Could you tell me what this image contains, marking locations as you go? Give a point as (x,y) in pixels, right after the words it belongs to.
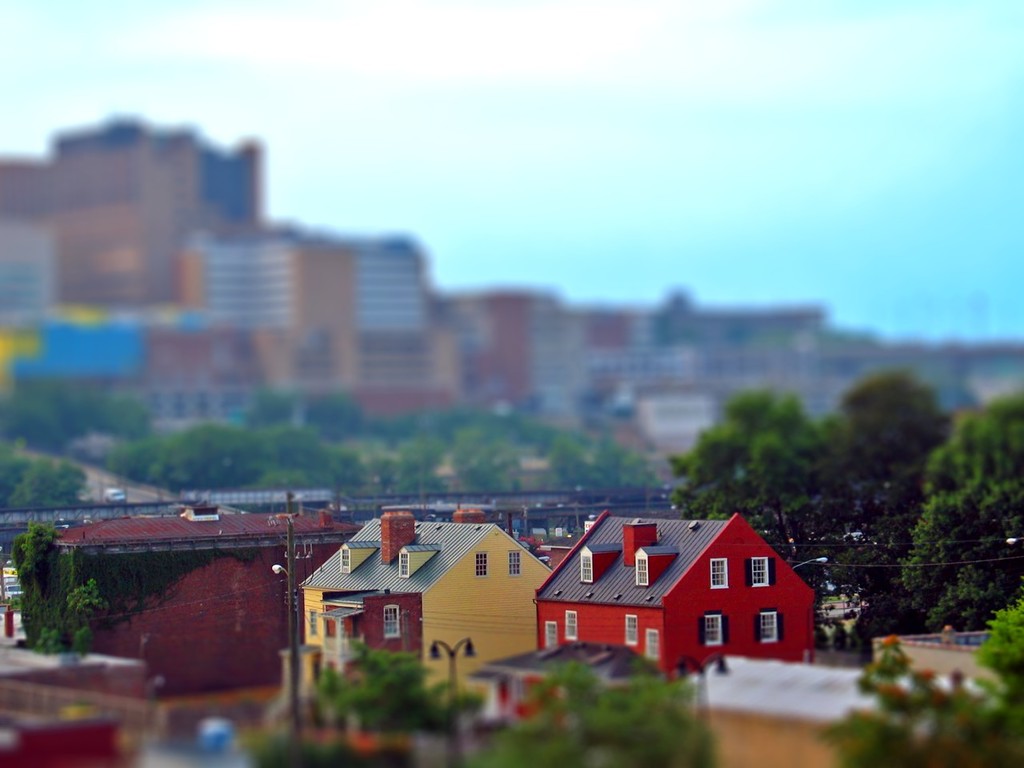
In this image there are houses (412,534), trees (629,462), buildings (672,423) and the sky (652,184), in the background (503,401) it is blurred.
